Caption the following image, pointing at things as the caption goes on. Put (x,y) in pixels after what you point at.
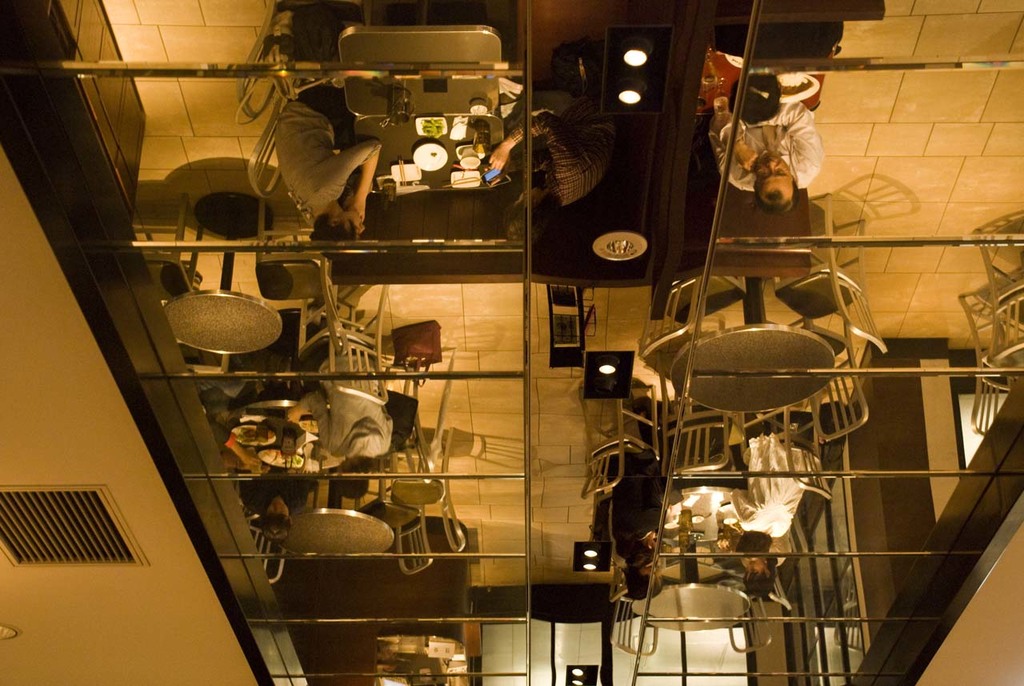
In this image I see the mirrors (476,54) on which I see the reflection (704,353) of people (355,456), chairs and tables (438,95) and I see few things (408,98) on tables (371,55) and I see the floor (969,379) and I can also see the lights (580,683).
